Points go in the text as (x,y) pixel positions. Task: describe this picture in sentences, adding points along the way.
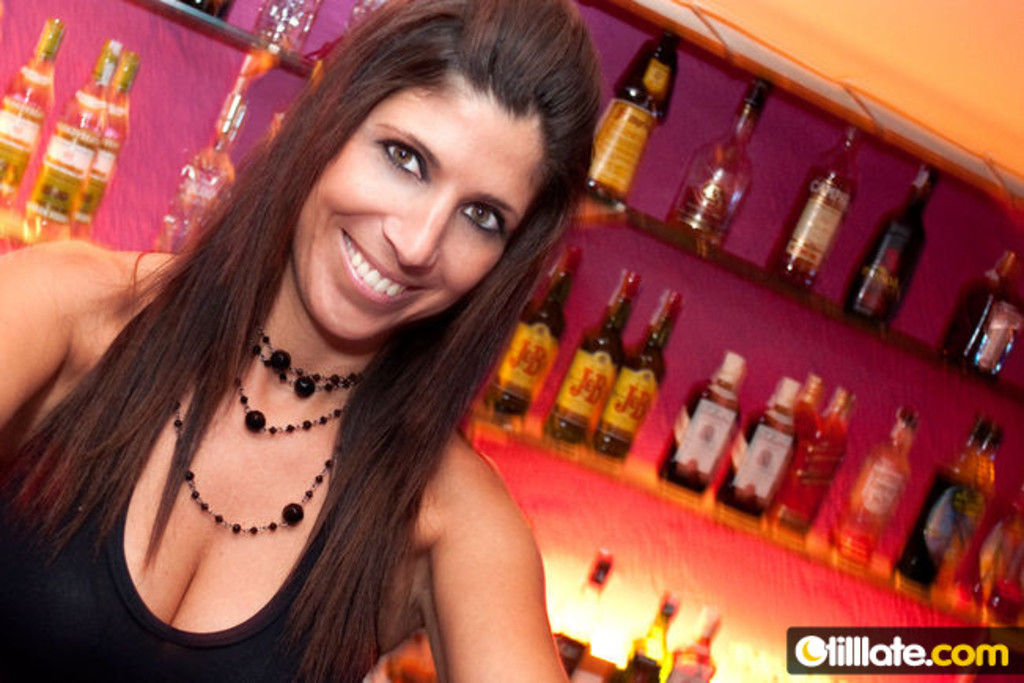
On the left side of this image (295,458) I can see a woman (120,421) wearing black color dress (69,614), smiling and giving pose for the picture. At the back of her there are some bottles (643,415) arranged in a rack (786,526). On the right top of the image (902,37) I can see the wall (979,103).
